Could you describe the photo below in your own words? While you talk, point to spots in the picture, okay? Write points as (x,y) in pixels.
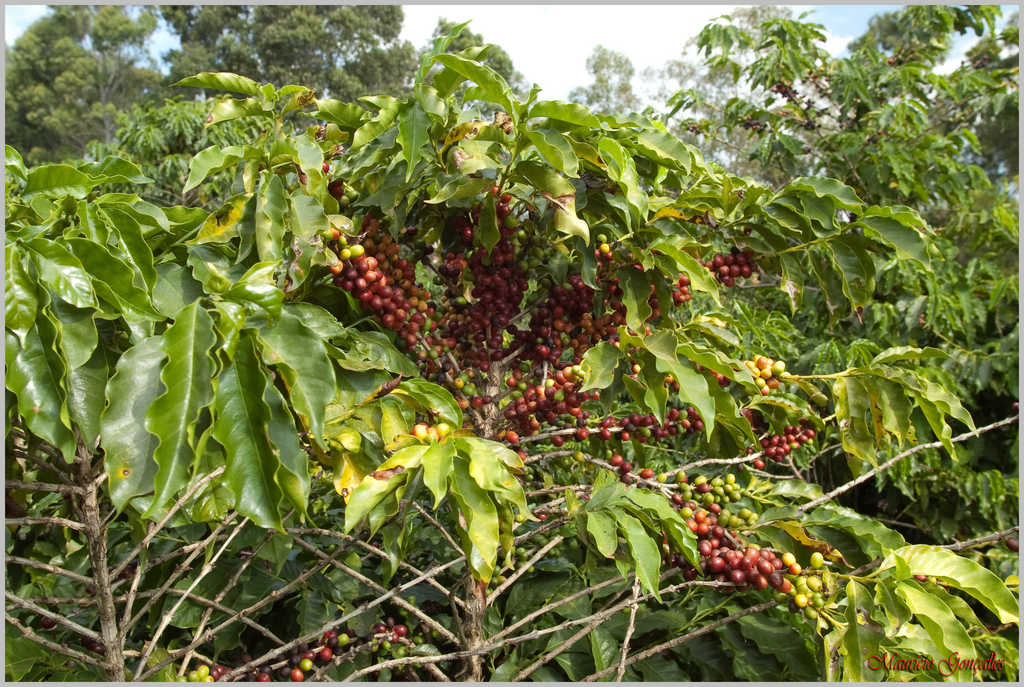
In this picture there are fruit trees (334,345) around the area of the image.
